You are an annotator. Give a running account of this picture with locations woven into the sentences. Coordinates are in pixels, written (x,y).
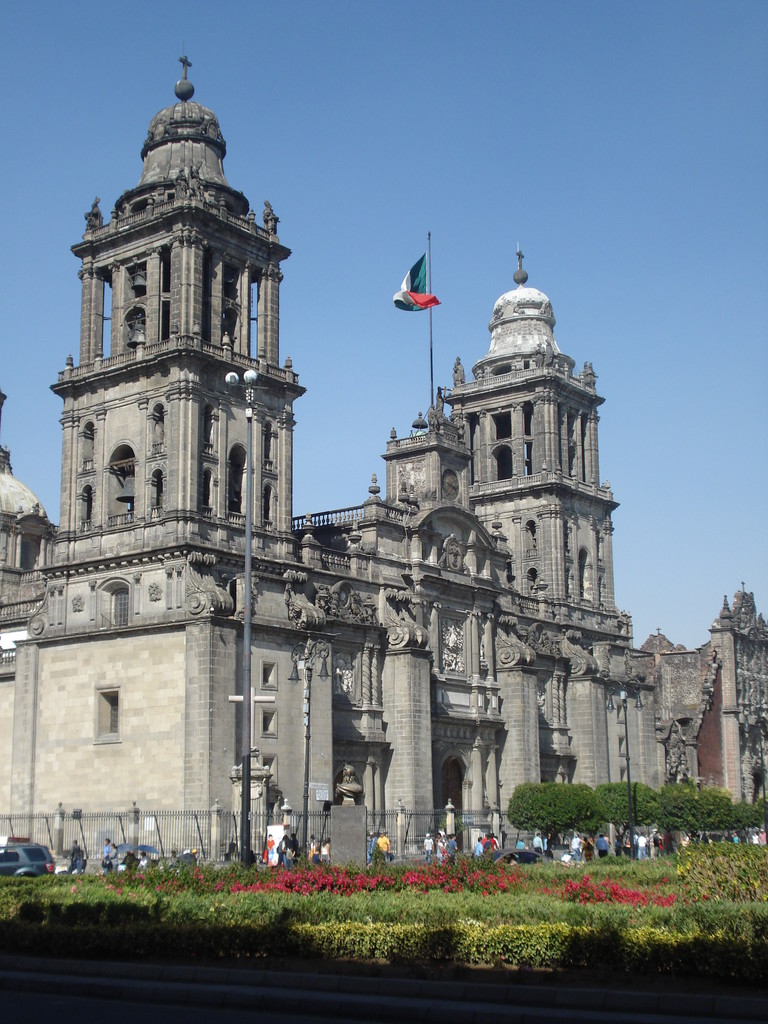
To the bottom of the image (531,889) there is a garden (584,881) with plants (643,893), flowers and trees (612,808). Behind the garden (618,862) there are few people (440,833) and also there are vehicles (48,868). At the back of them there is a fencing (316,815). Behind the fencing (64,827) there is a pole (249,391) with lamp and building (150,607). On the building (408,511) there are walls (497,342), glass windows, pillars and sculptures (178,190). There is a flag pole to the top of the building (352,508). To the top of the image (52,287) there is a blue sky (343,505).
